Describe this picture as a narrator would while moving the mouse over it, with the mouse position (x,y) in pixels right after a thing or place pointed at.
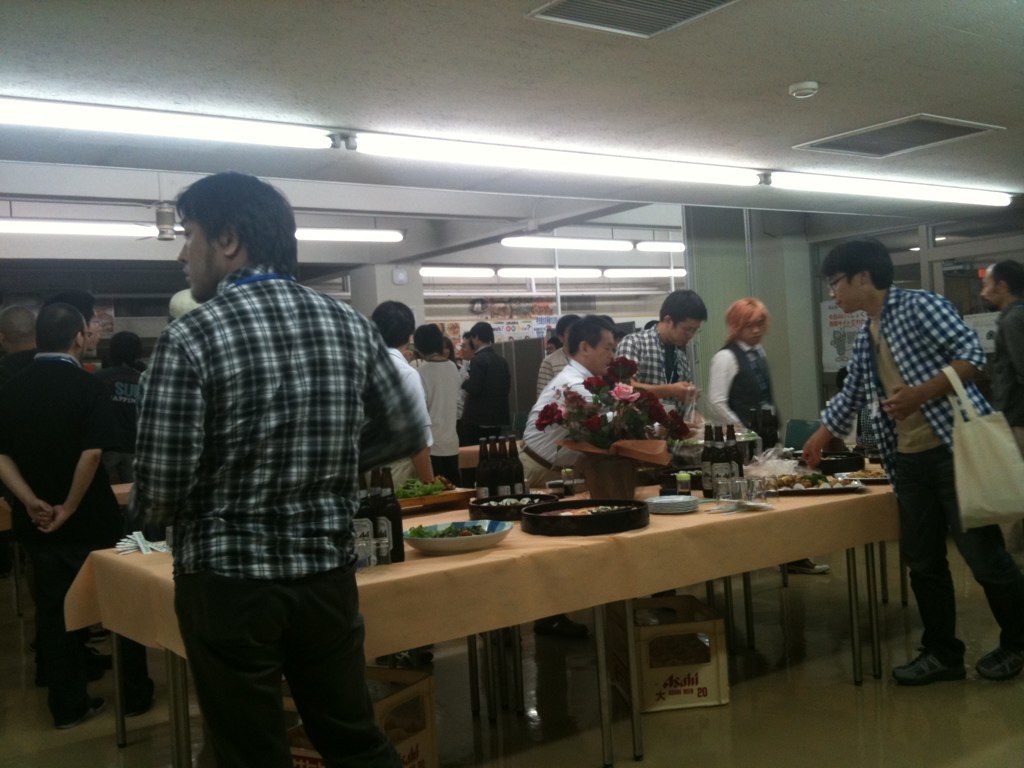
On the left side (260,204), there is a person (220,267) in a shirt (258,435) standing. On the right side (971,369), there is a person (875,270) wearing a hand bag (961,430) and standing on the floor (869,690) in front of a table (414,511) on which, there are food items (427,491) arranged. In the background (447,368), there are persons (467,368) standing, there are lights (107,123) attached to the roof (526,141) and there are pillars (767,232).
